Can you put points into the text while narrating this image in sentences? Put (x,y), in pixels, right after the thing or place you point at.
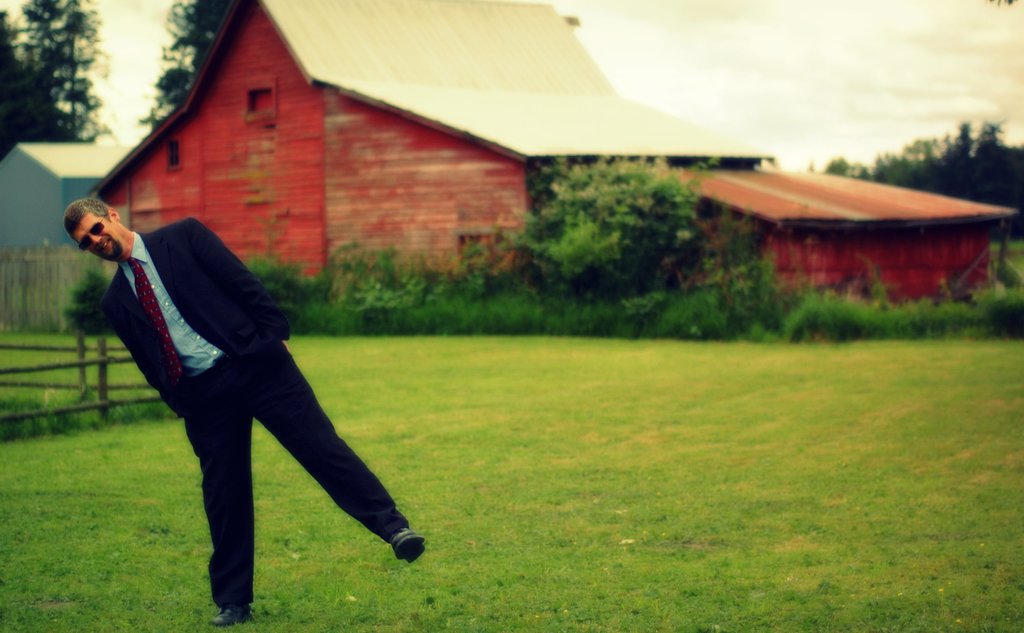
In this image I can see a man (217,396) is standing. The man (154,337) is wearing shades (90,237), a tie (151,299), a shirt (178,336) and a suit (125,313). In the background (592,270) I can see a house (363,165), trees (590,284), the grass (627,451) and the sky (761,78).
